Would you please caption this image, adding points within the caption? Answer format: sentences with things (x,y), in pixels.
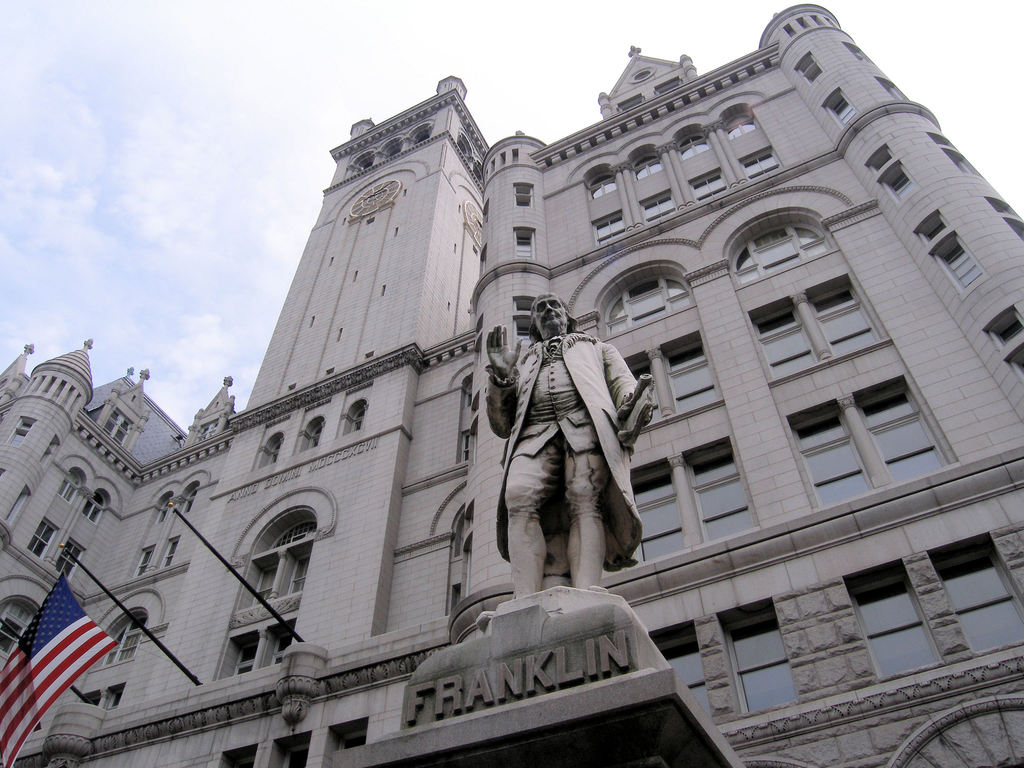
In the picture I can see the building (739,219) and glass windows (666,500). I can see the statue (583,441) of a person (620,435). There is a flag (52,688) on the bottom left side of the picture (58,634). There are clouds (189,200) in the sky (252,224).
